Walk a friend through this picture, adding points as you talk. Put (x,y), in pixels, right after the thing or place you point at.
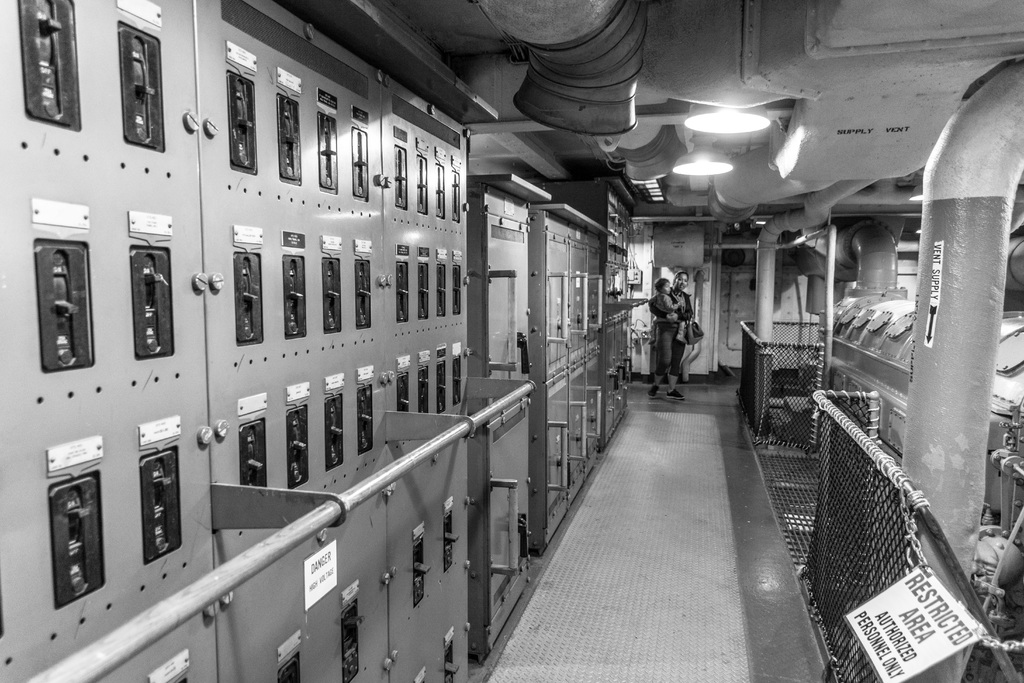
This is a black and white picture. In the middle of the picture (660,353), we see a woman (664,357) who is carrying the baby (667,303) is walking. On the right side (860,289), we see the railing (842,498) and some iron equipment (843,354). On the left side (164,529), we see an iron rod (344,504) and it looks like the lockers (385,300). At the top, we see the lights (739,128).
